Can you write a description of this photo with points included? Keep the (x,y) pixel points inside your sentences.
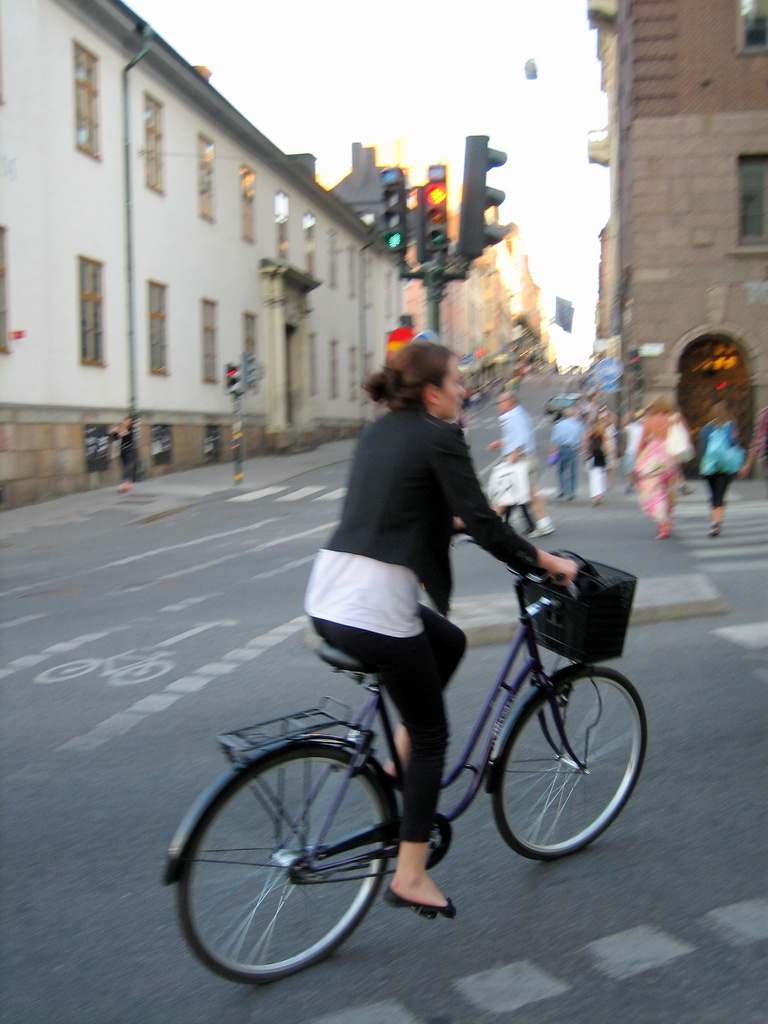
In this image I can see a group of people (582,436) are walking on the road (725,523), a woman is doing a cycling on the road (481,581). I can also see there are few buildings (297,284), a traffic light (428,250).
